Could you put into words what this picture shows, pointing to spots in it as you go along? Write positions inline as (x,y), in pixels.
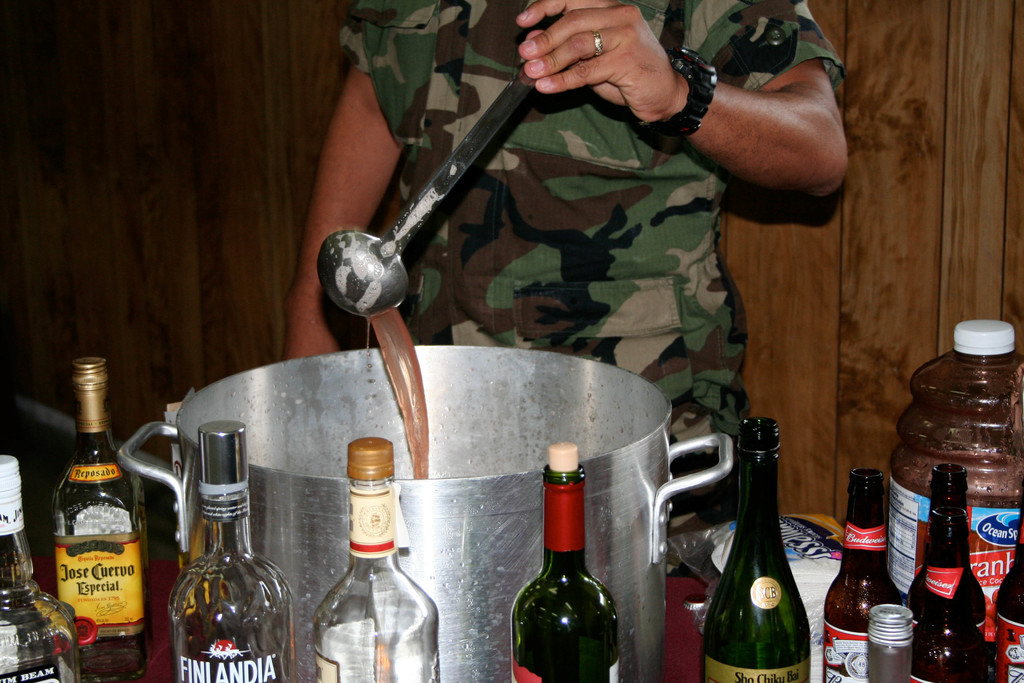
In this image i can see a man (543,46) holding spoon (520,81) and standing there are few bottles (546,589) on a table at the back ground (781,332) i can see a wooden wall (840,239).
